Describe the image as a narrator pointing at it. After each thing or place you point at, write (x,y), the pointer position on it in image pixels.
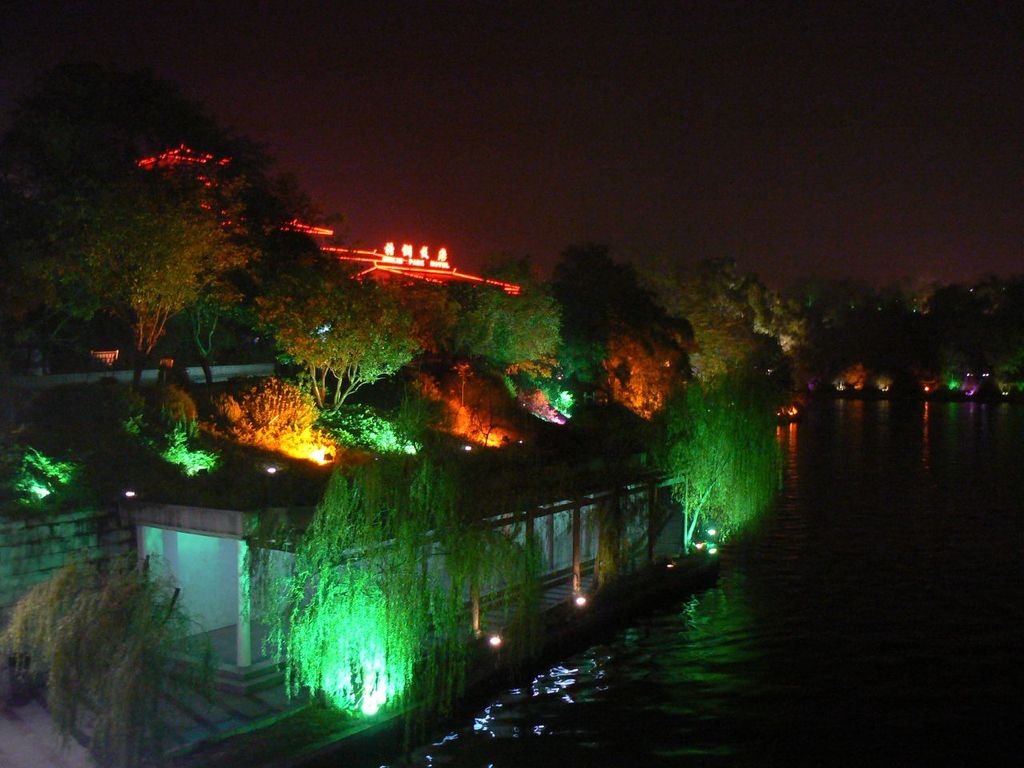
This is a picture of a city (666,538), where there is water (538,736), lights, trees (400,500), and in the background (758,4) there is sky (955,260).
